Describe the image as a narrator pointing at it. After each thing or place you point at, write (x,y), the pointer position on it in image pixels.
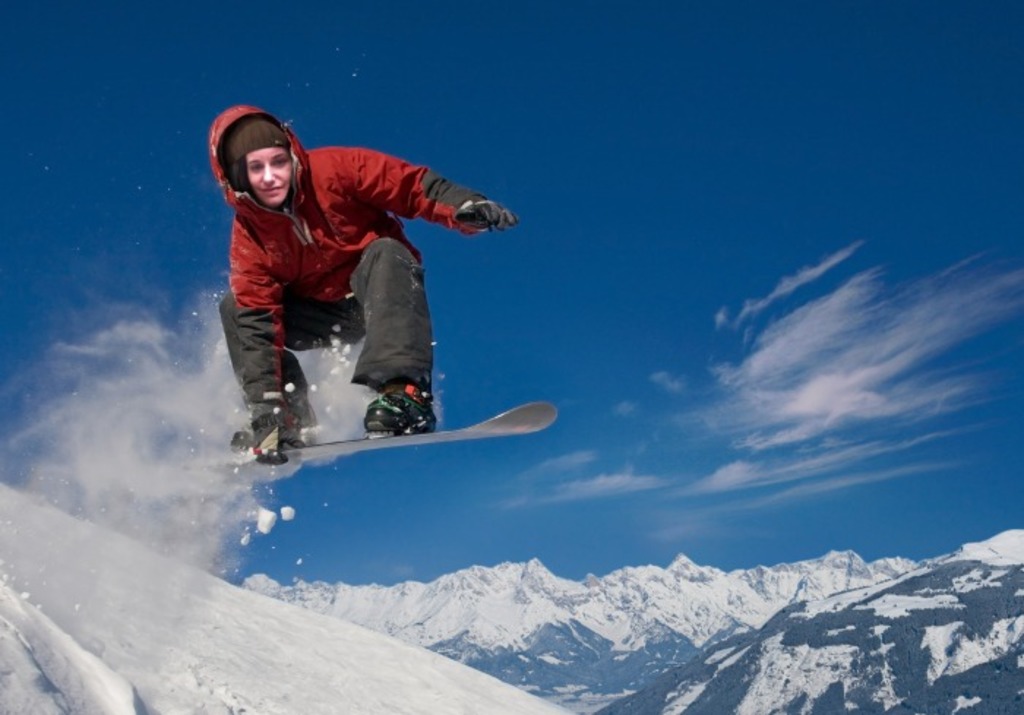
In the image there is a person (266,425) with ski board (311,448) in the air (323,488). At the bottom of the image (216,580) on the ground (267,600) there is snow (243,621). In the background (774,575) there are mountains (763,613) with snow (847,593). At the top of the image (145,139) there is sky (701,382).
